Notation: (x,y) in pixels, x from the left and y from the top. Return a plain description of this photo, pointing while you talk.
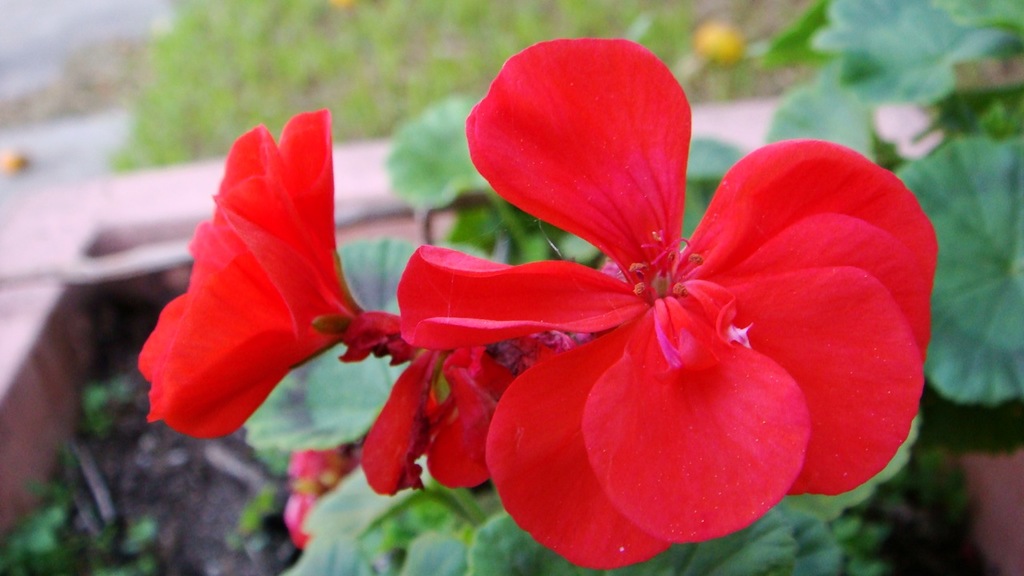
In this picture I can see some flowers (554,319) to the plants (959,291), behind we can see blur image of the plants (191,96).
